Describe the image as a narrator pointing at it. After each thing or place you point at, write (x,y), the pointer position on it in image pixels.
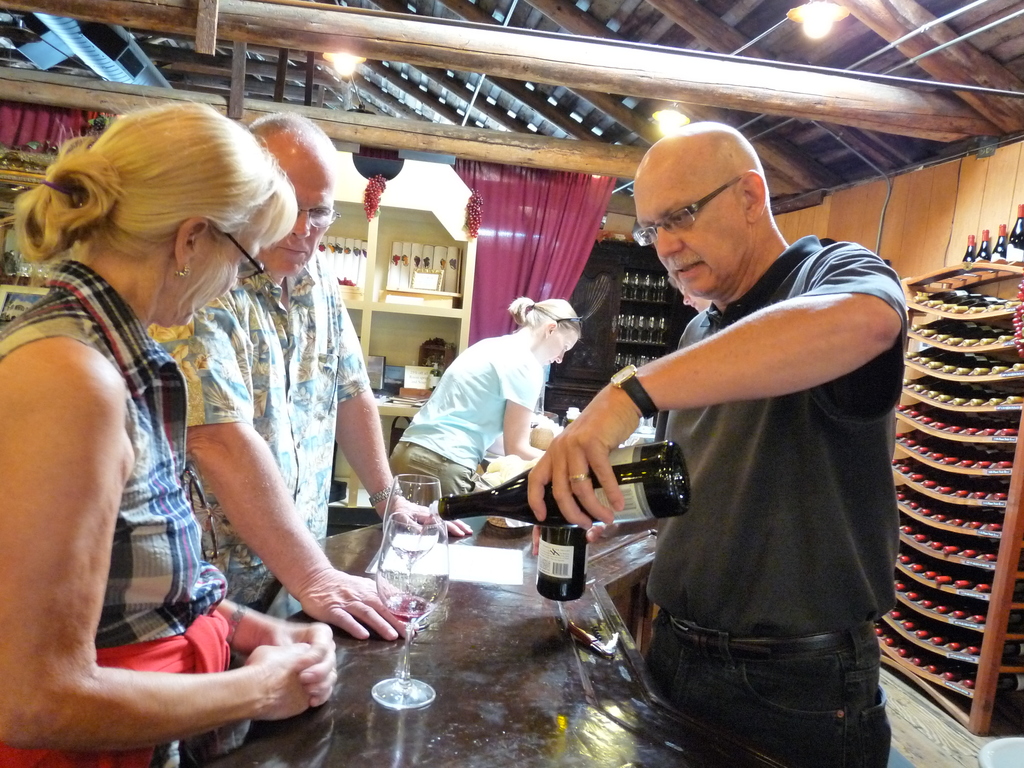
In the image we can see four persons (220,275) were standing around the table (502,725). The right side man (677,559) he is pouring the wine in glass (430,612). And coming to the back (416,331) we can see lights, curtain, shelves (430,330), wall (930,230) and some more objects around them.
